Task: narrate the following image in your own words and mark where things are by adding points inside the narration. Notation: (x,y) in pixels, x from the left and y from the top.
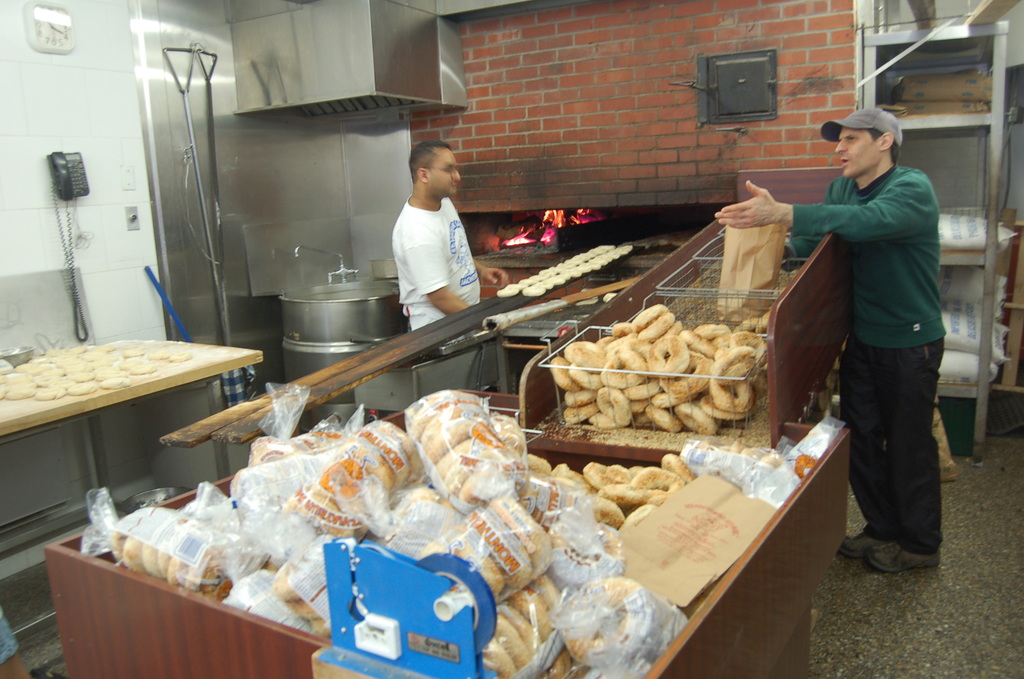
This picture is clicked inside the room (783,304). The man (885,146) in green jacket (909,229) who is wearing a cap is standing beside the box (778,325) containing bagels (709,421). Beside that, a man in white t-shirt (404,280) is making bagels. Behind him, we see machinery equipment (355,328) and beside that, we see a table (233,361) on which bagels (105,377) are placed. We even see a landline phone (63,158) placed on the wall (97,252). In the background (552,49), we see a wall (594,68) which is made up of red colored bricks (576,140) and we even see fire place (608,212).
